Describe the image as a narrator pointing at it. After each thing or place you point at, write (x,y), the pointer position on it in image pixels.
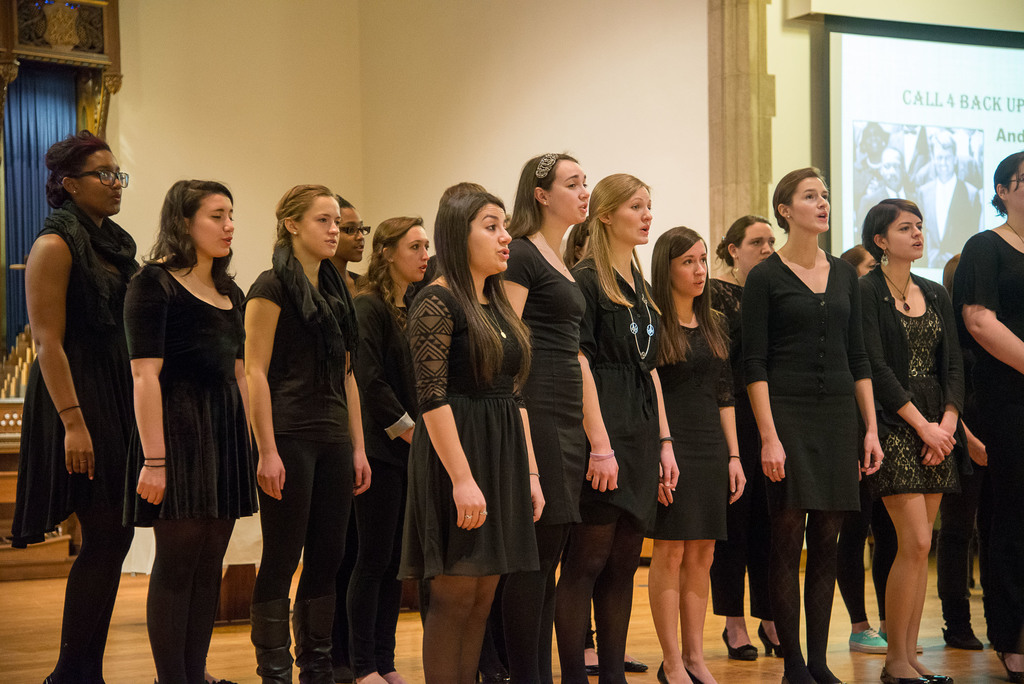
In this image I can see few women (451,370) are wearing black color dresses (317,354), standing and looking at the right side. It seems like they are singing a song. In the background (503,118) there is a wall (321,95). On the left side (25,148), I can see a blue color curtain (29,165). On the right side (910,109) there is a screen (908,125) is attached to the wall (799,131).
